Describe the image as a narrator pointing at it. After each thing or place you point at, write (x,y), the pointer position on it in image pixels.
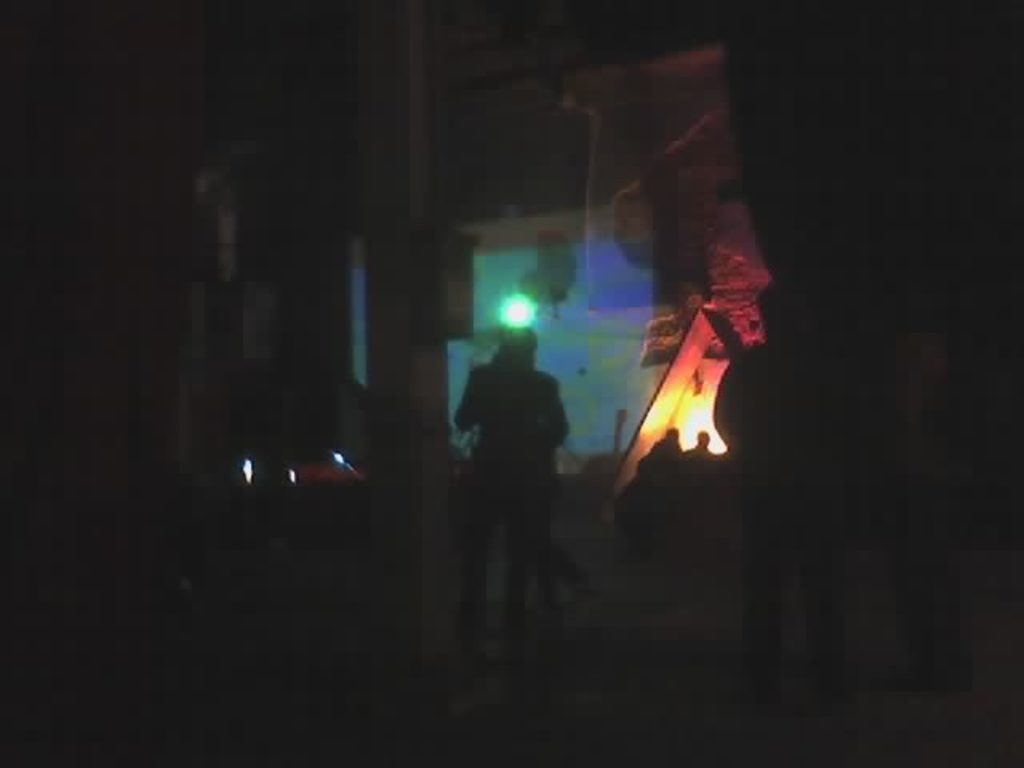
In the foreground of this dark image, there are people (814,618) standing and we can see few color lights (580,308).
